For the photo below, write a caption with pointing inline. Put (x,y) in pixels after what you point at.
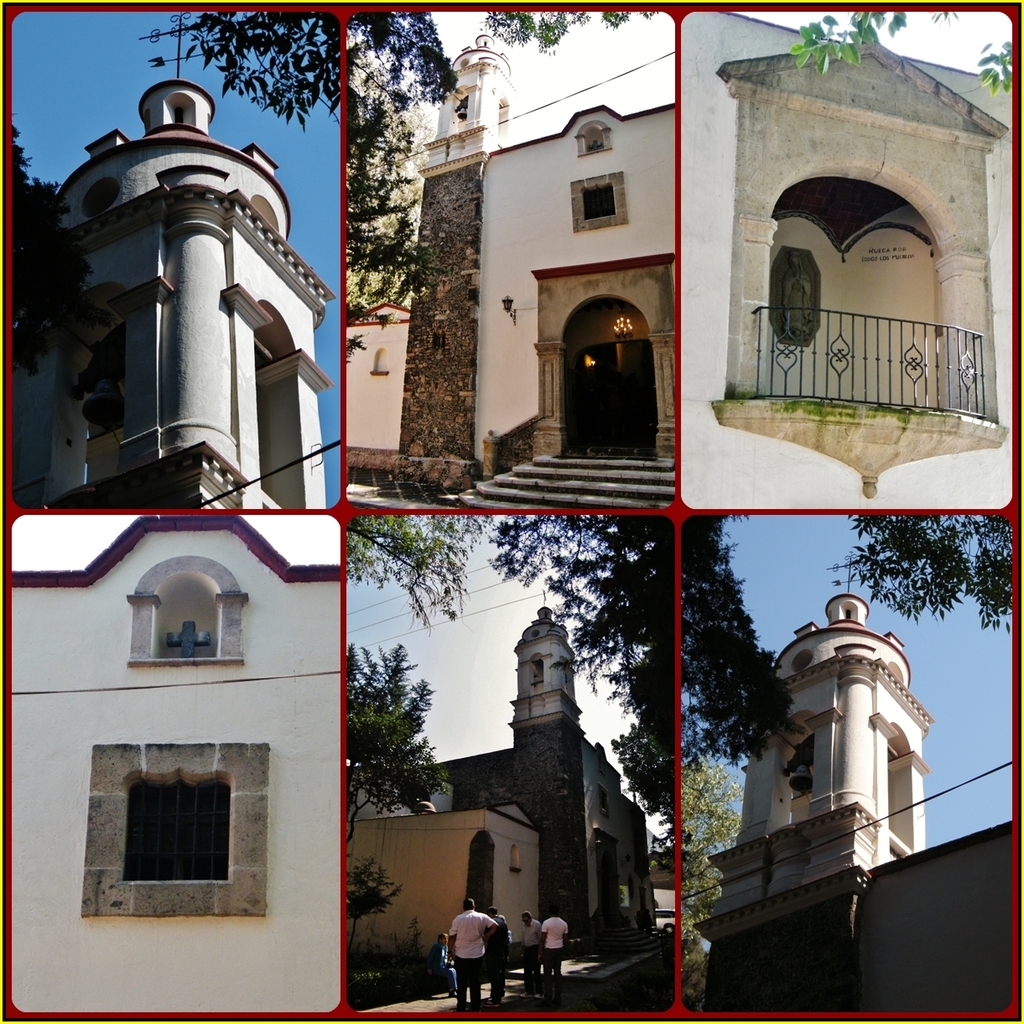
This is a collage picture where we can see buildings (109,794), we can see people (554,939) walking on the road (507,1008), we can see trees (513,562), wires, steps (540,463) and the sky (848,540) in the background (837,555).
